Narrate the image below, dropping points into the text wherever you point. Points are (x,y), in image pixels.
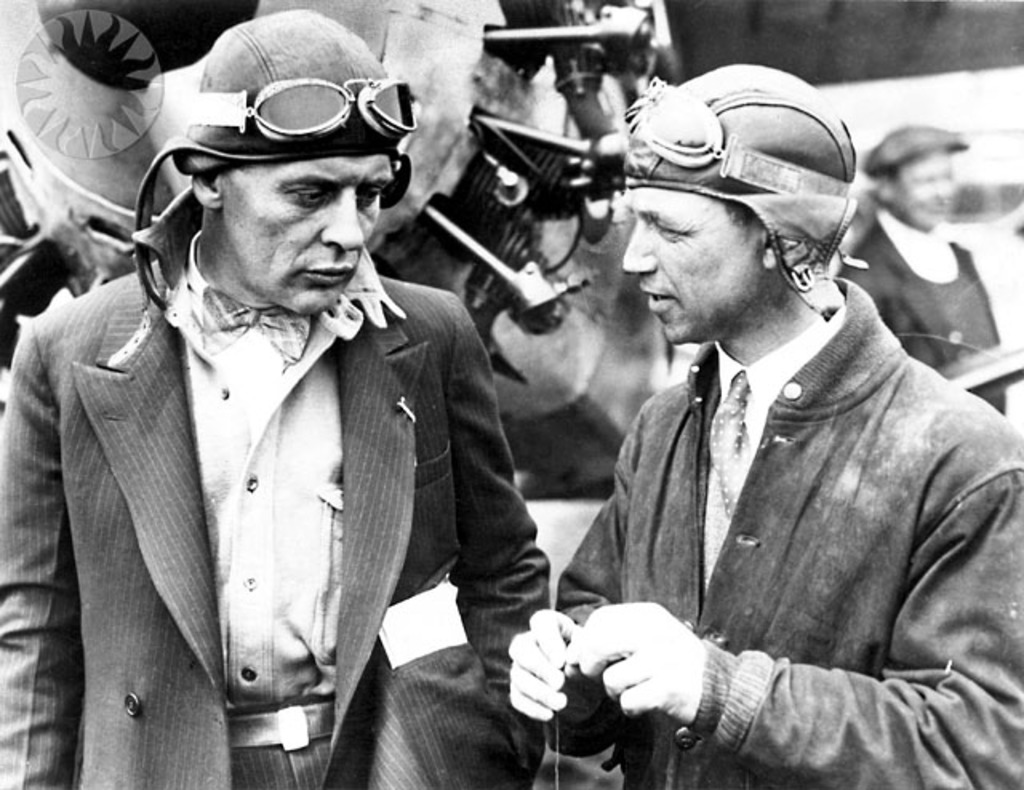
In this image I can see two men (222,531) in the front (768,642) and I can see both of them are wearing caps (277,142) and on their caps (264,146) I can see goggles (312,115). On the right side of this image (922,257) I can see one more person (937,148). In the background (548,180) I can see an object (497,93). I can also see this image is black and white in colour.
